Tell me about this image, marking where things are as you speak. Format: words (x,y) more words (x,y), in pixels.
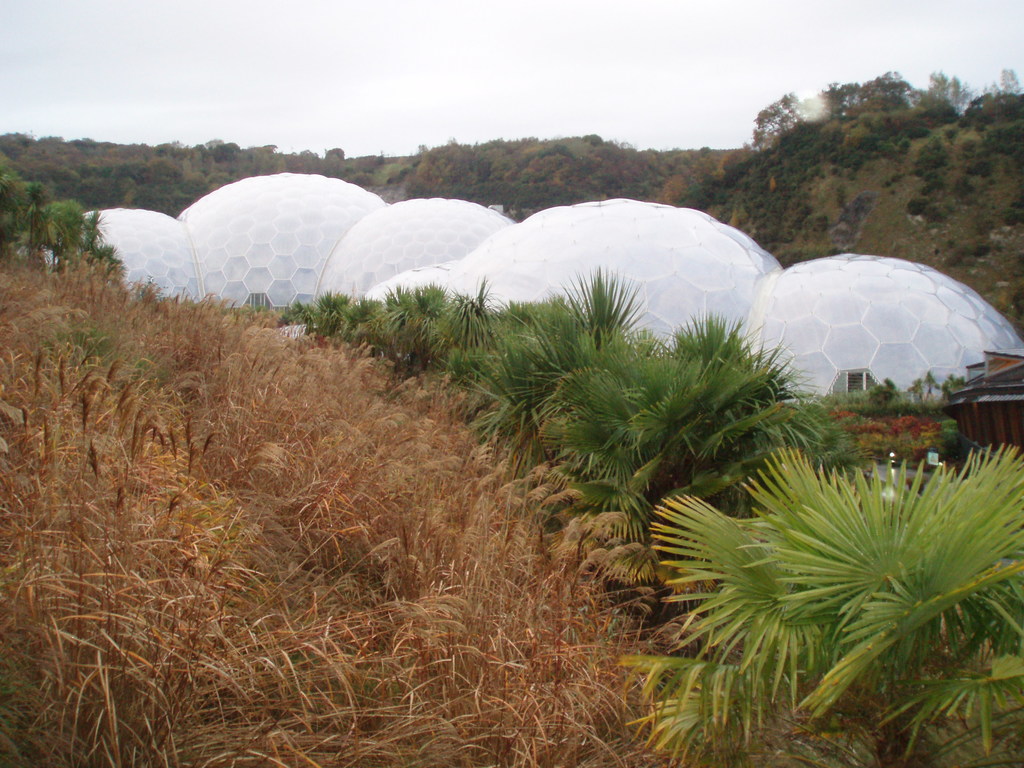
In this image we can see a group of trees (862,539), grass (480,595). In the center of the image (500,269) we can see a group of sheds (786,297). In the background (988,258), we can see mountains (597,158) and the sky (518,86).
